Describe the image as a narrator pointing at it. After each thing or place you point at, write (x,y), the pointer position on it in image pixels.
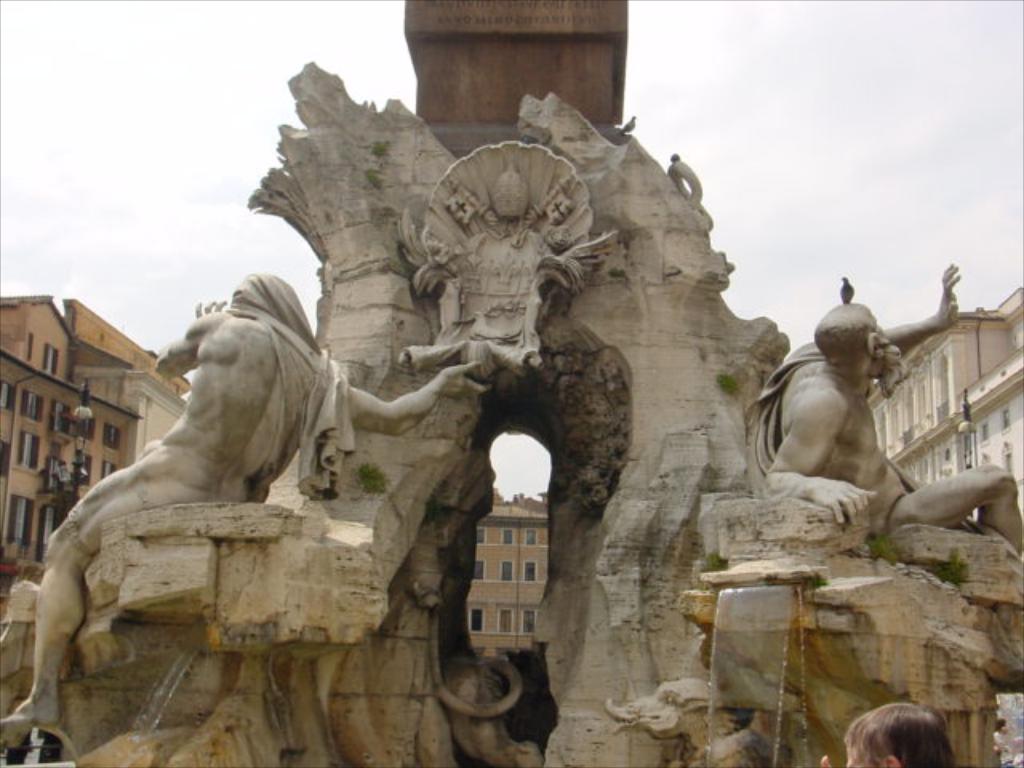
In this image, we can see fountain (249,568) with statues (229,359). In the background (18,470), there are buildings (540,555), walls (1018,458), windows (65,415), streetlights (971,436) and the sky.
